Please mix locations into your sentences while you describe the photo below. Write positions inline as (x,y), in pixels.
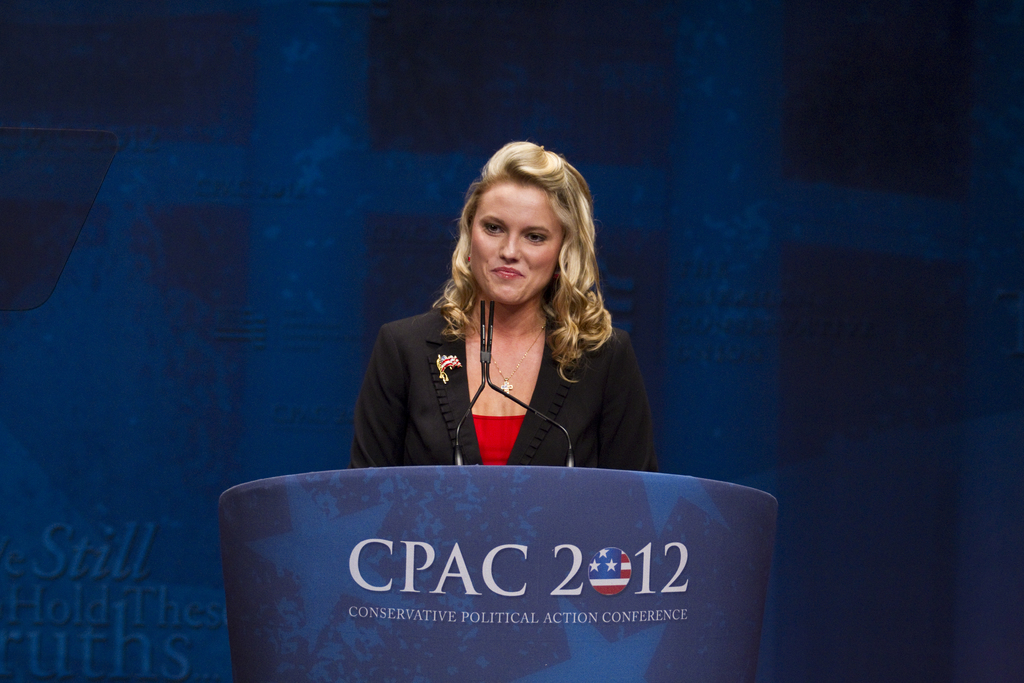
In this image I can see the person (399,434) standing in front of the podium (437,578) and I can also see a microphone (571,453) and the person (455,418) is wearing black and red color dress (584,407) and I can see the blue color background (290,88).
